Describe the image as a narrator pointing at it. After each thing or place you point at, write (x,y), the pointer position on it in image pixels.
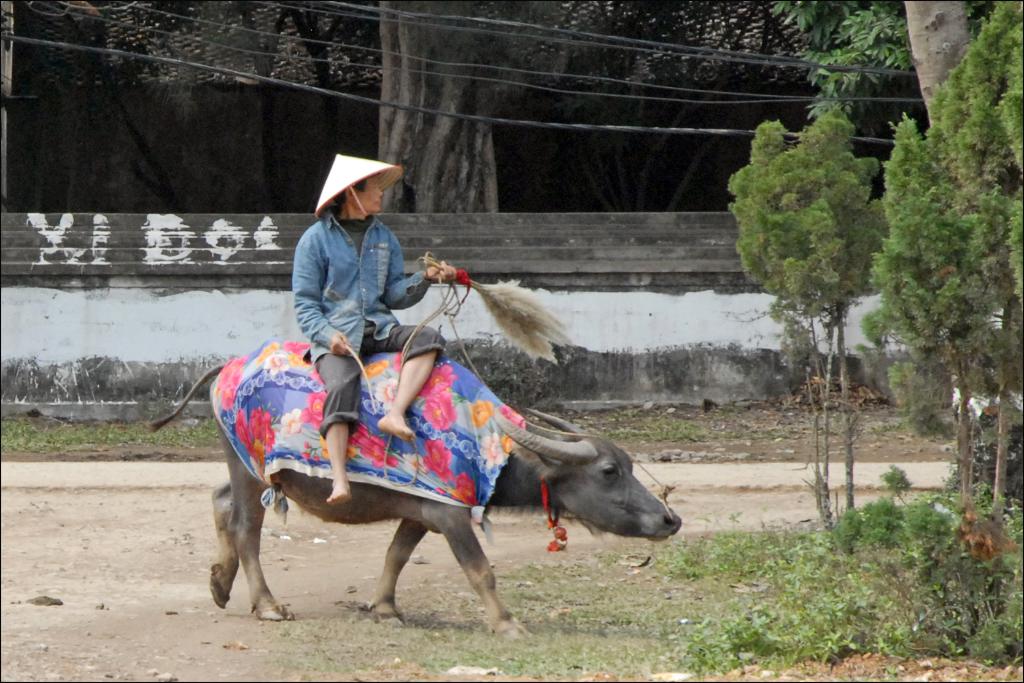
In the center of the image (412,408) we can see person (345,345) sitting on a buffalo (388,500). On the right side of the image (918,340) we can see trees (954,214) and plants (761,661). In the background (47,319) we can see wall (54,305), grass (786,430) and trees (450,129).
